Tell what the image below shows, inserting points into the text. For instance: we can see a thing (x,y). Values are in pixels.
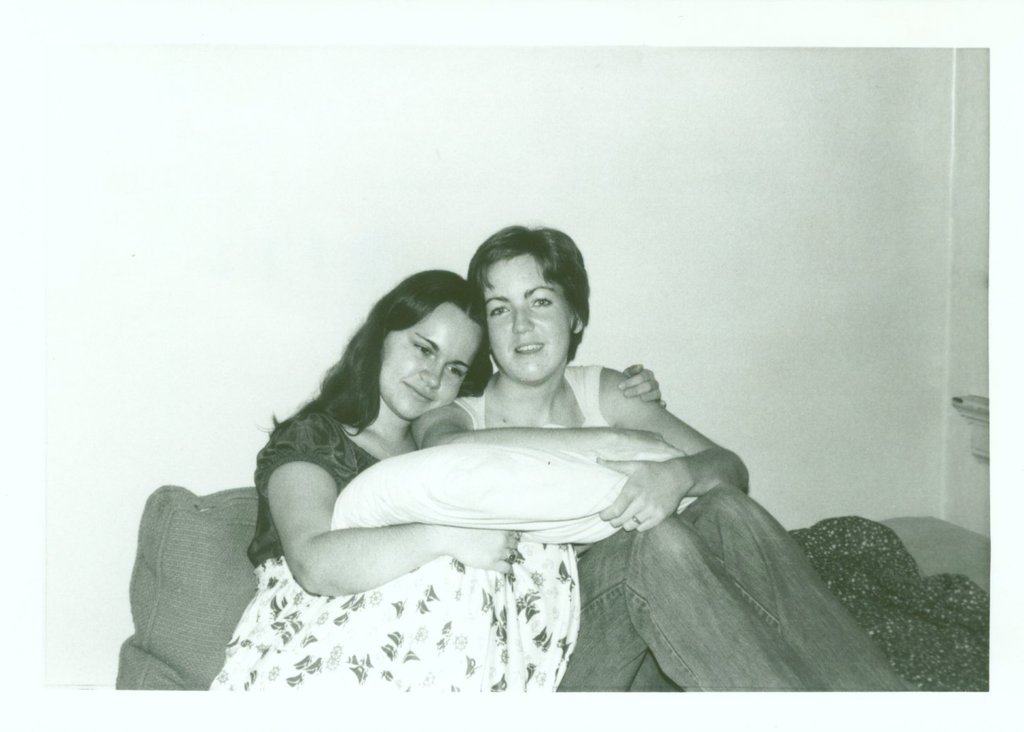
In the image there are two people (435,391) sitting in front of a wall (303,282) and they are holding a pillow (414,499).
